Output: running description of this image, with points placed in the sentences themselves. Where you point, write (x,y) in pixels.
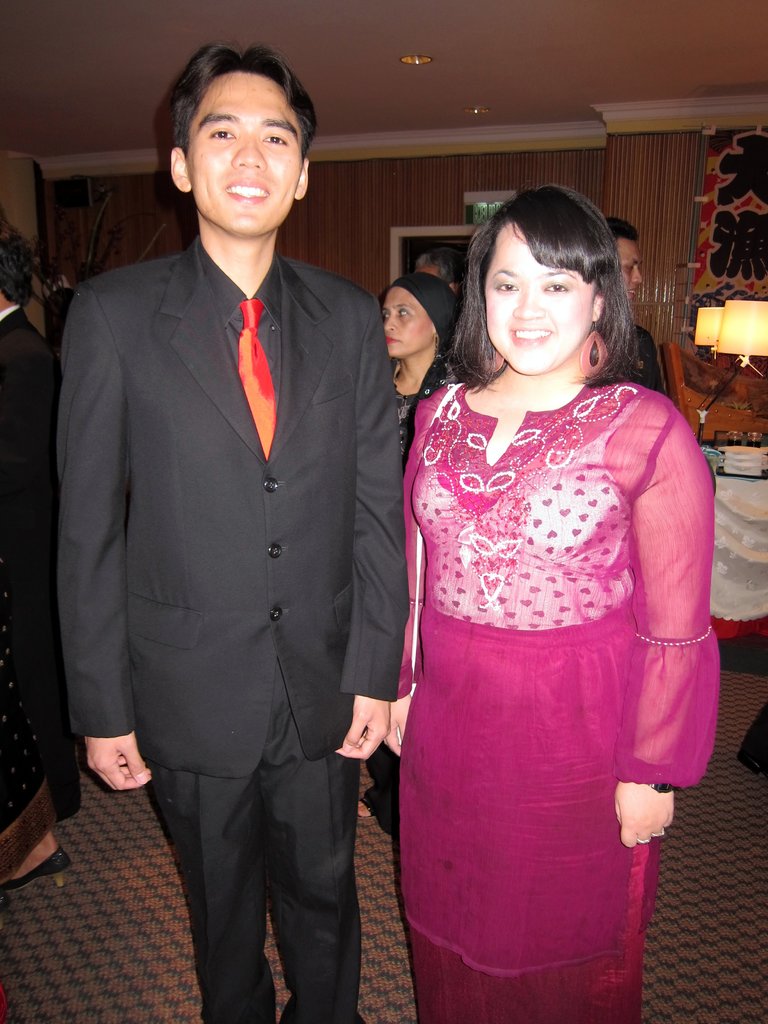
Here I can see a man (213,476) and a woman (546,777) are standing on the floor (37,944), smiling and giving pose for the picture. At the back (6,366), I can see some more people (45,351). On the right side (757,400) two lamps (740,364) and some other objects (732,465) are placed on a table (743,514). In the background (396,205) there is a wall (380,209).
